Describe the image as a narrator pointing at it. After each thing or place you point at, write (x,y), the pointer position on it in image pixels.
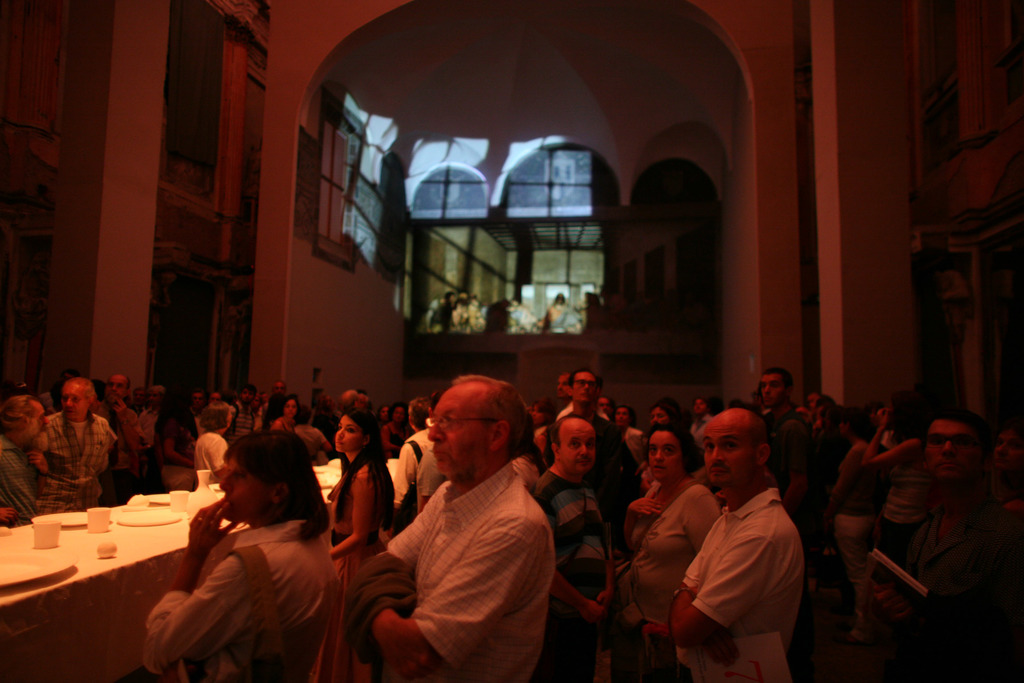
This image is taken indoors. In the middle of the image (380,417) many people (557,444) are standing on the floor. In the background (247,235) there are a few walls (431,246), pillars (759,202) and windows (340,160). On the left side of the image (106,562) there is a table (95,584) with a tablecloth (123,540), a few plates (137,524) and glasses (105,528) on it.
